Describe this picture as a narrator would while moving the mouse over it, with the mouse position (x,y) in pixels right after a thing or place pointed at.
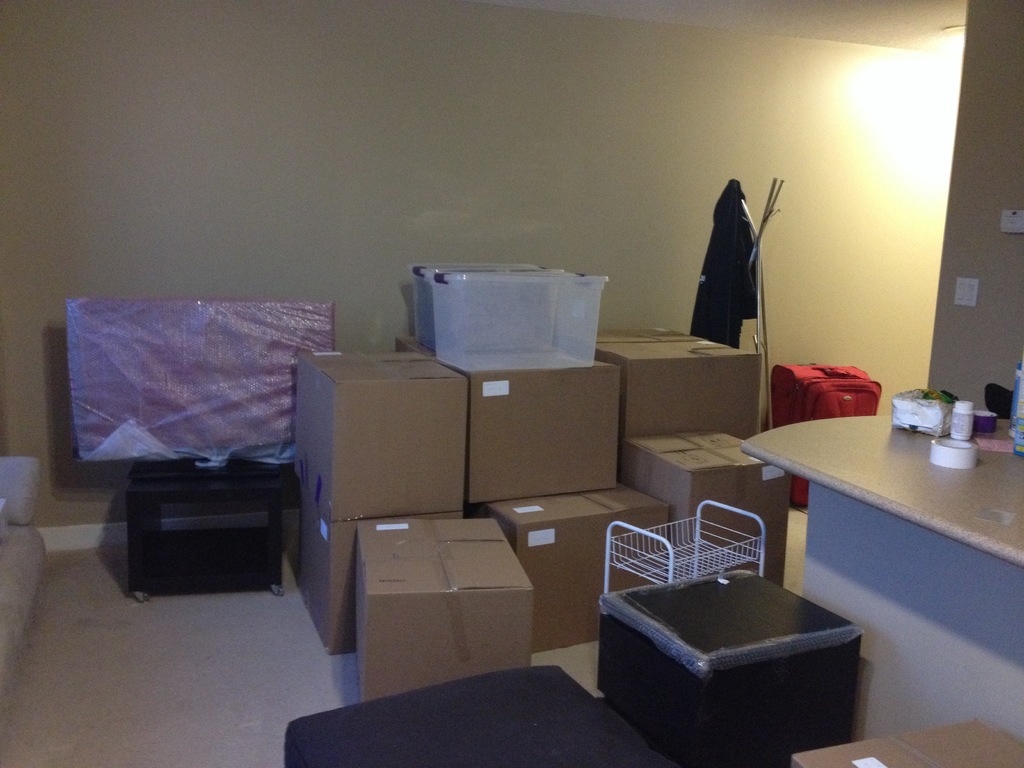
In this picture we have some boxes (611,408) and a desk (952,485) and some things (952,456) placed on it.
